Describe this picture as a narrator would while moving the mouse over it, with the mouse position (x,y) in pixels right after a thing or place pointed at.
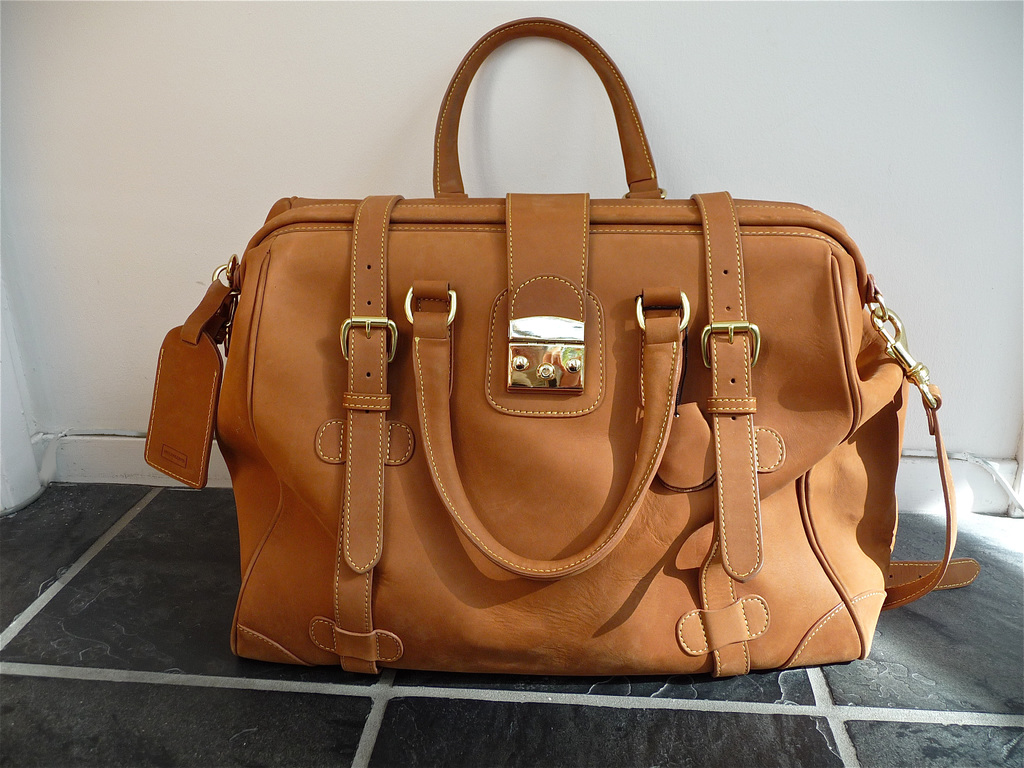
There is a brown color bag (429,545) with belts (376,344).
